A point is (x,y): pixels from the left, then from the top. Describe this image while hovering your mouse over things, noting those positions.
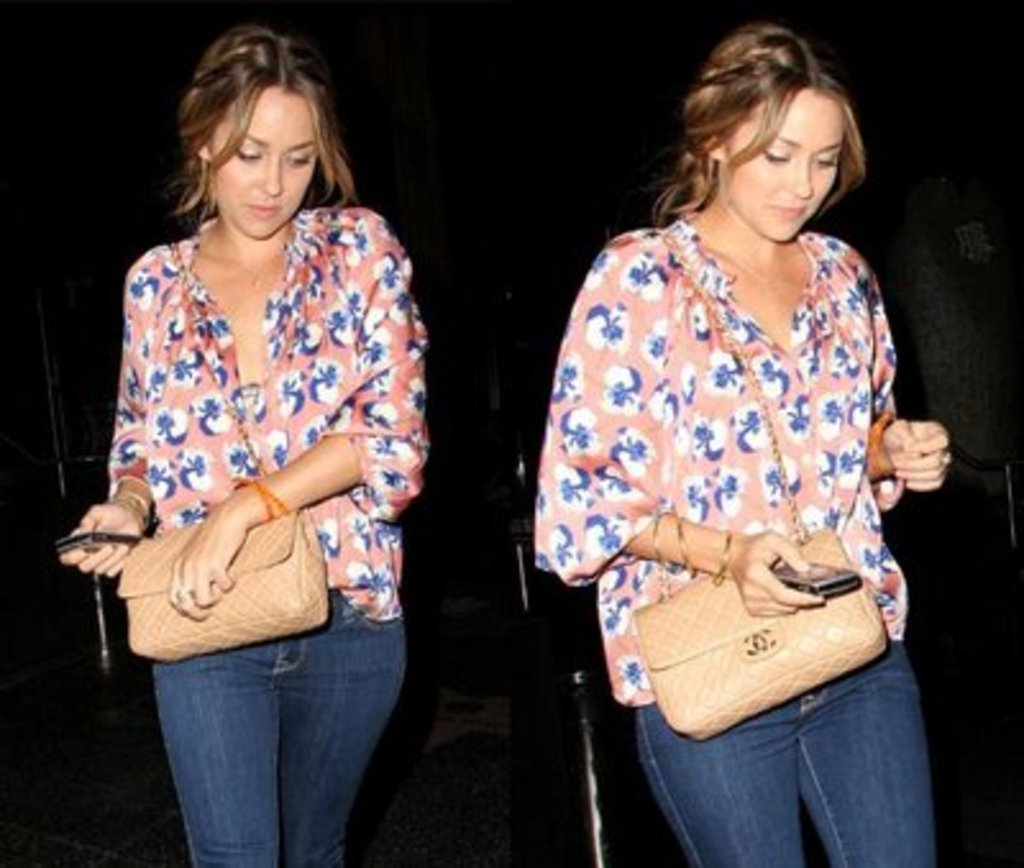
As we can see in the image there are two images of one woman (795,451) and she is carrying a bag (273,566) on her shoulder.
